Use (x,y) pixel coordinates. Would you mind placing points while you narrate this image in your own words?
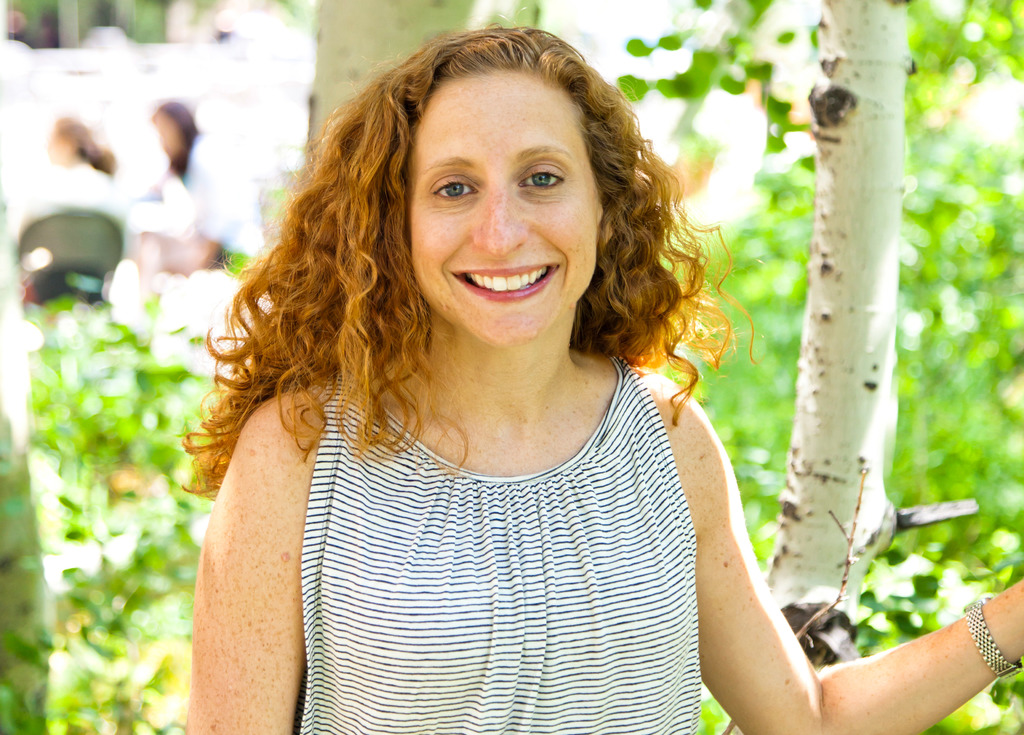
In this picture we can see a woman (321,631) smiling and in the background (34,264) we can see a chair (109,276), two people (172,182), trees (44,617) and it is blurry.
